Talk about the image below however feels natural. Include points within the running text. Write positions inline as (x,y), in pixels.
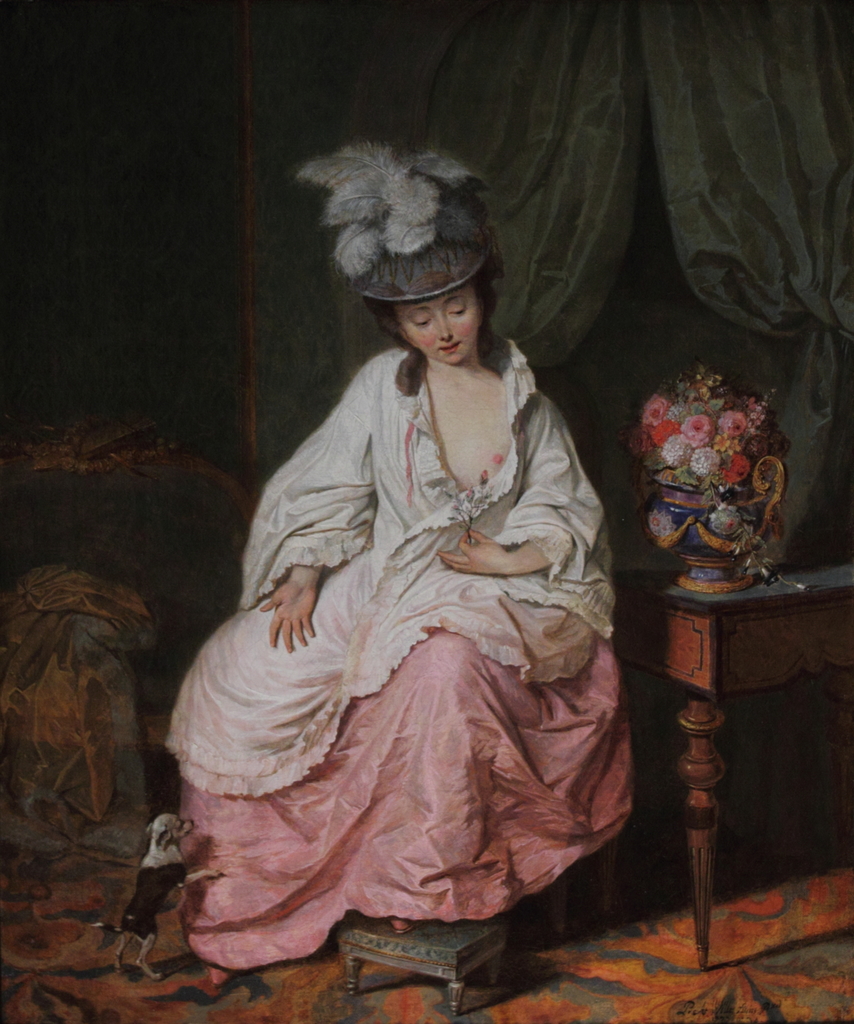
In the picture we can see a painting (519,845) of a woman (202,770) sitting in a white dress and beside her we can see a table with flower vase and some flowers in it and behind her we can see a green curtain (578,140).
